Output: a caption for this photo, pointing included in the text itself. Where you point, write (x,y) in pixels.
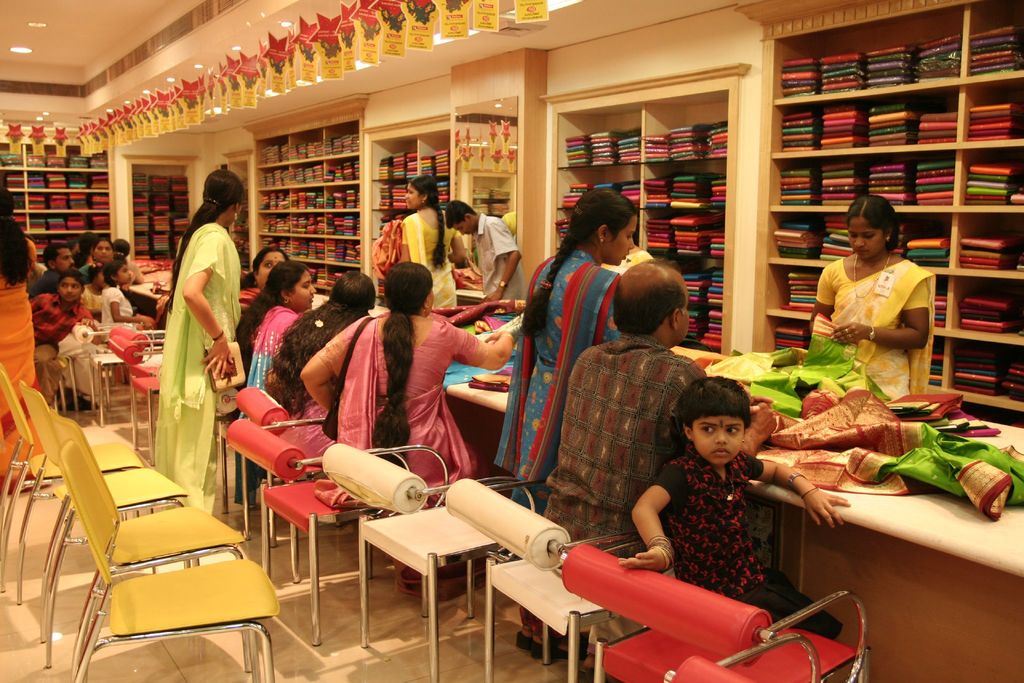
In this image I see lot of people (537,308) in which few of them are sitting and rest of them are standing. In the background (43,163) i see lot of clothes (984,57) in the racks (30,212) and lights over here.
